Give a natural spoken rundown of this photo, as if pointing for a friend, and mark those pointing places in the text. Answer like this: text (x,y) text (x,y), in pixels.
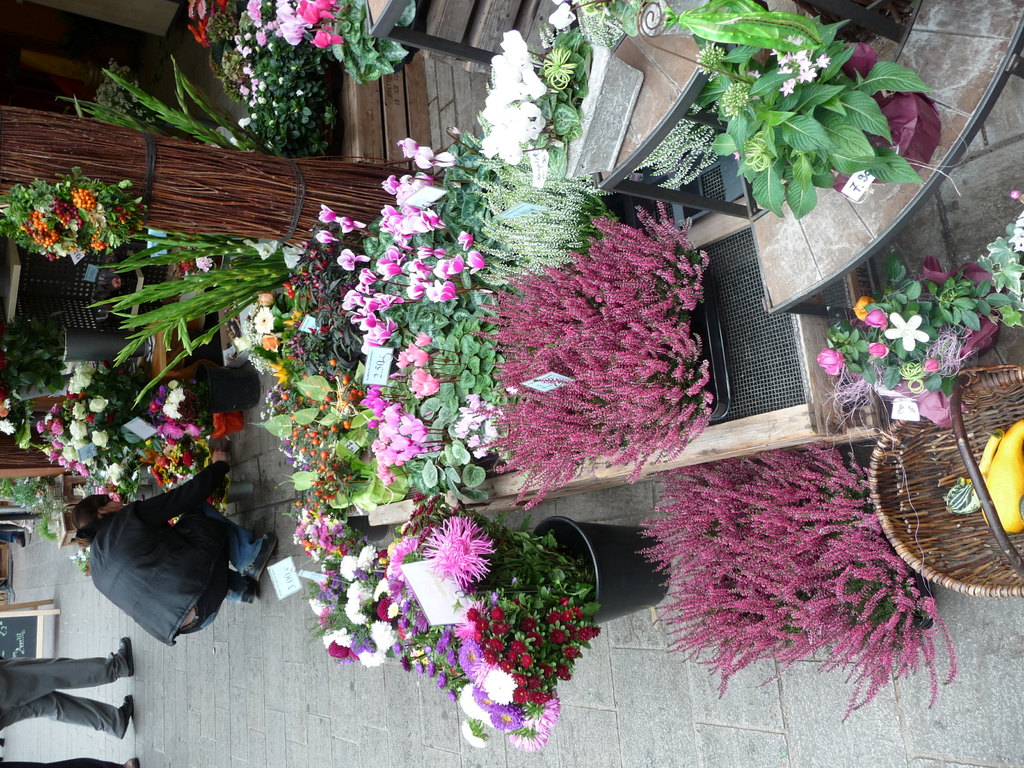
In this picture we can observe a store (493,393) which consists of flowers (511,380) and plants (564,262). We can observe different colors of flowers (200,419). There are red, pink, purple and white color flowers (385,429). There is a person (112,579) on the left side (189,549). We can observe a pillar (153,212) here.
